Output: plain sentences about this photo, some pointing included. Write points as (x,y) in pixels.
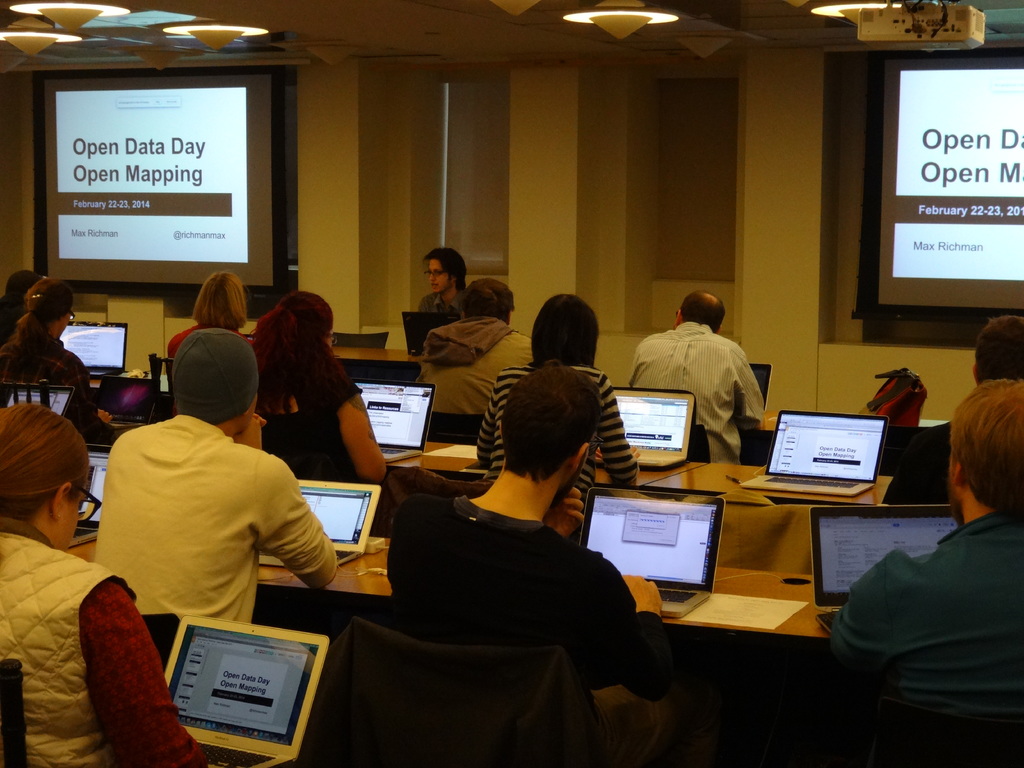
This is an inside view. Here I can see many people (64,684) are sitting on the chairs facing towards the back side (456,569). In front of these people (116,593) there are tables (742,593) on which laptops (667,555) and papers (736,616) are placed. Everyone is looking into the laptops (631,531). In the background (455,283) there is a person (446,302) and windows (672,163) to the wall (612,182). On the right (954,124) and left side of the image (187,114) there are two screens (269,126) on which I can see the text (139,171). At the top of the image (261,28) there are few lights (28,45).
